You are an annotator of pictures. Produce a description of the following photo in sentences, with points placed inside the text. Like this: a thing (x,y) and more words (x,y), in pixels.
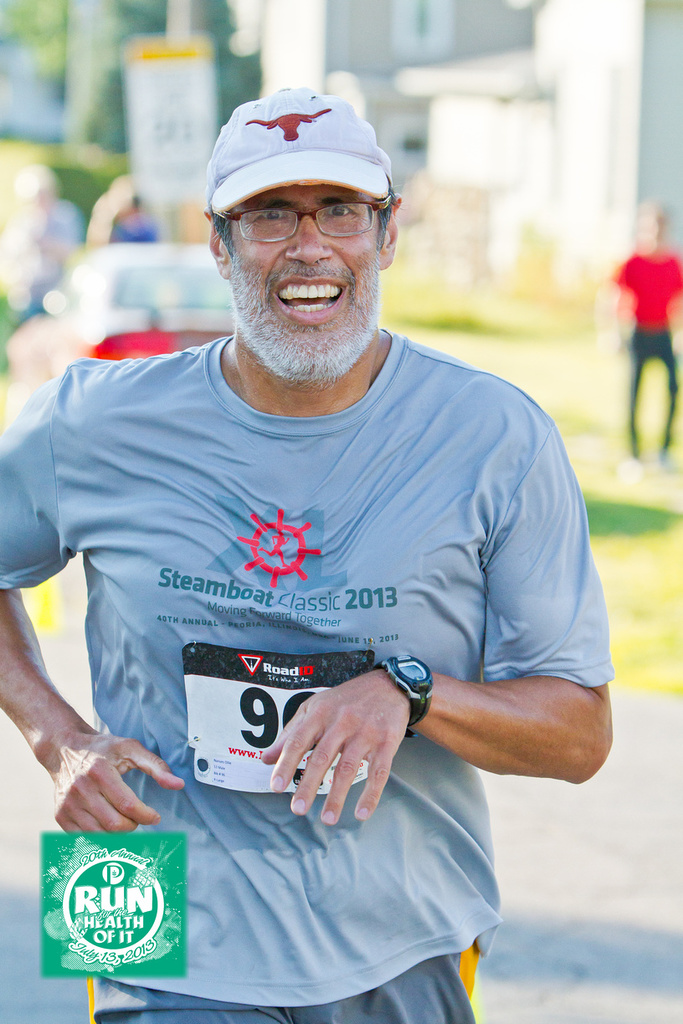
In this image we can see a person (116,794) wearing a cap (319,134) and running, behind him, we can see some persons (639,357), trees (96,82), buildings (619,49), pillars (82,94) and a board (136,72).
